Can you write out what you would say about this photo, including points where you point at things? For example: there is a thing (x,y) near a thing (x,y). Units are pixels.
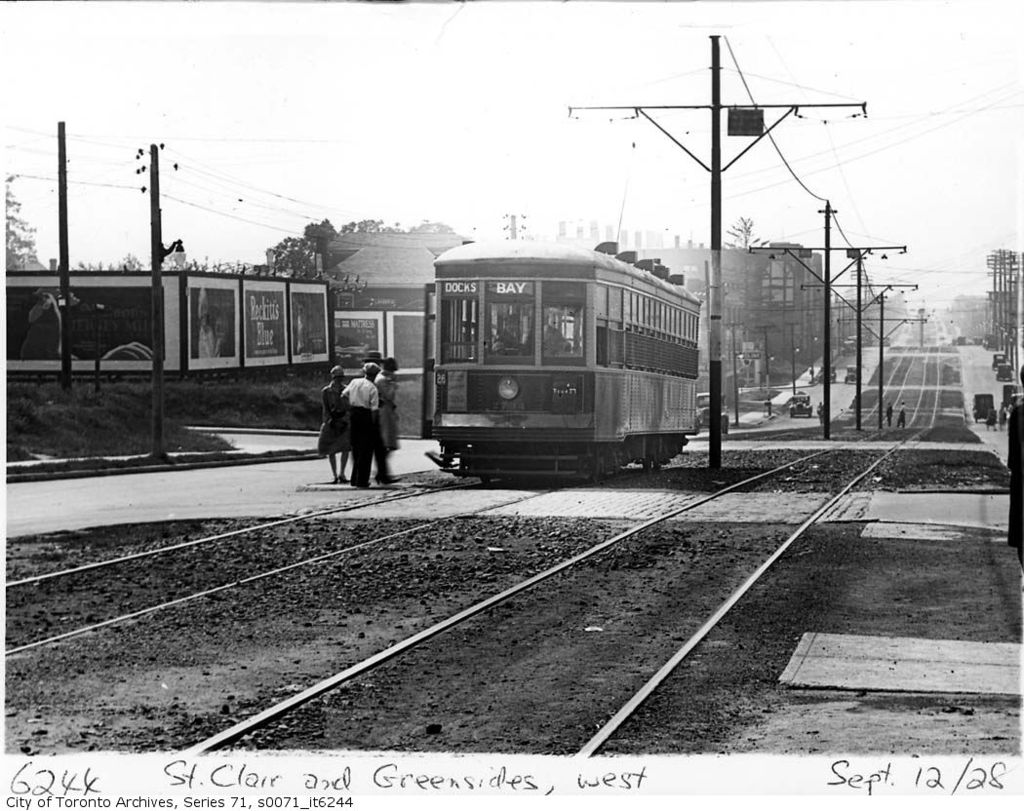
In this image we can see a train (564,284) on the track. We can also see some people (348,446) standing on the platform (401,516). On the backside (161,342) we can also see a pole (160,356), street lights (182,257), board (222,349), house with a roof (346,272), trees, utility poles (154,285) with wires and the sky (778,64).
